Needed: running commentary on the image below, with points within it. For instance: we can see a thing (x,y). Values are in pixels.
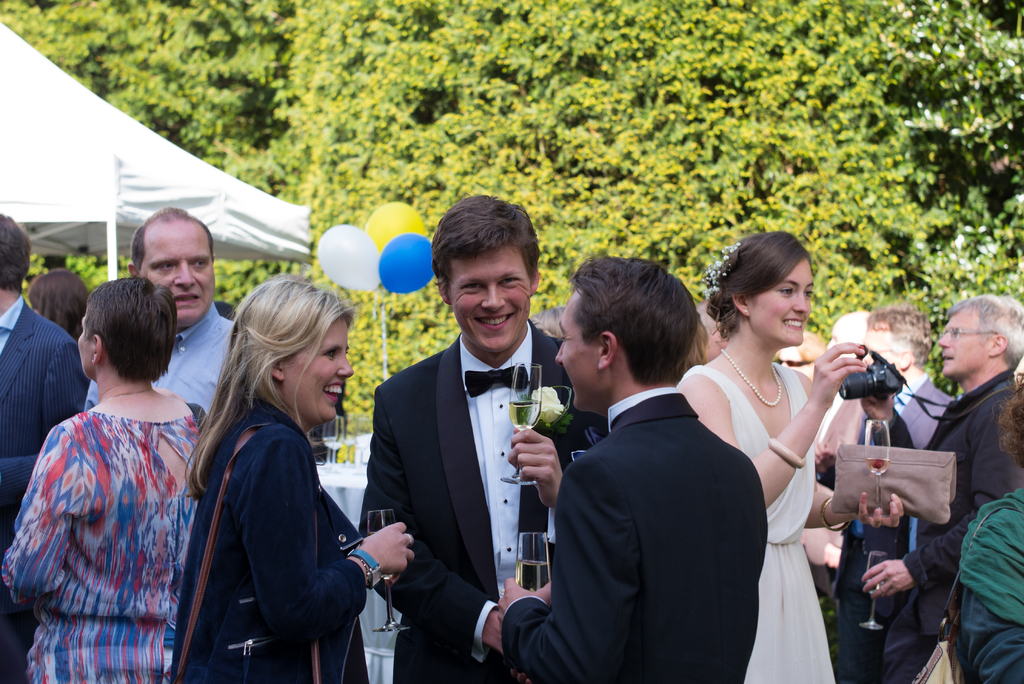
In this image I can see the group of people (397,464) with different color dresses (645,416) and few people (264,521) with the bags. I can see these people (287,475) are holding the glasses (525,550) and one person (874,416) holding the camera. To the left (38,208) I can see the tent (46,208), balloons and the glasses (336,451) on the tables (357,474). In the background (352,174) I can see the trees (863,6).
